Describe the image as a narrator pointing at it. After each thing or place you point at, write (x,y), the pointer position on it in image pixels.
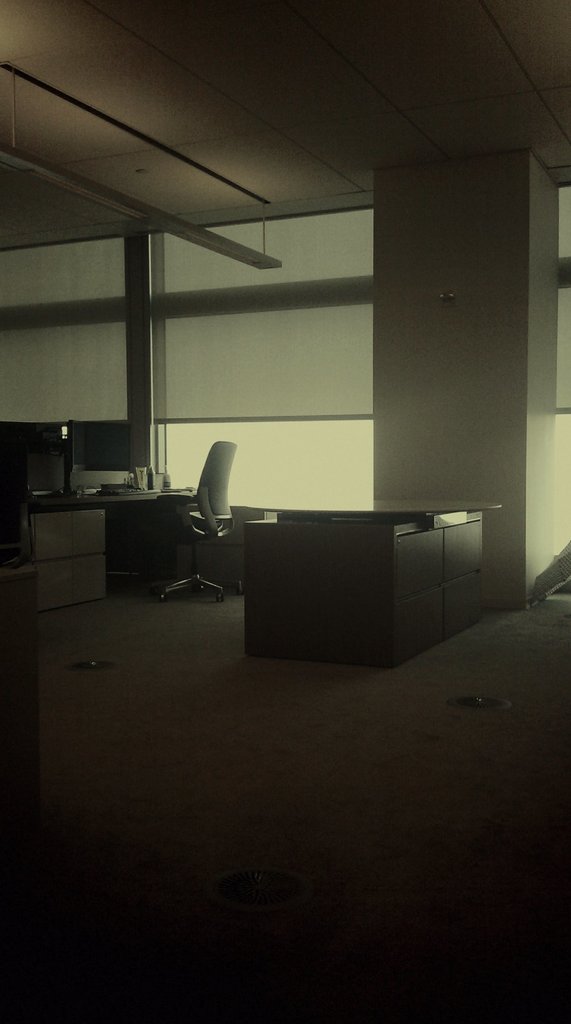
This is the picture taken in an office (258,767). This is floor (319,789) on the floor (233,770) there are tables (349,571), chair (206,533). Background of the chair (197,527) is a glass window (322,442) and a wall (421,416).
